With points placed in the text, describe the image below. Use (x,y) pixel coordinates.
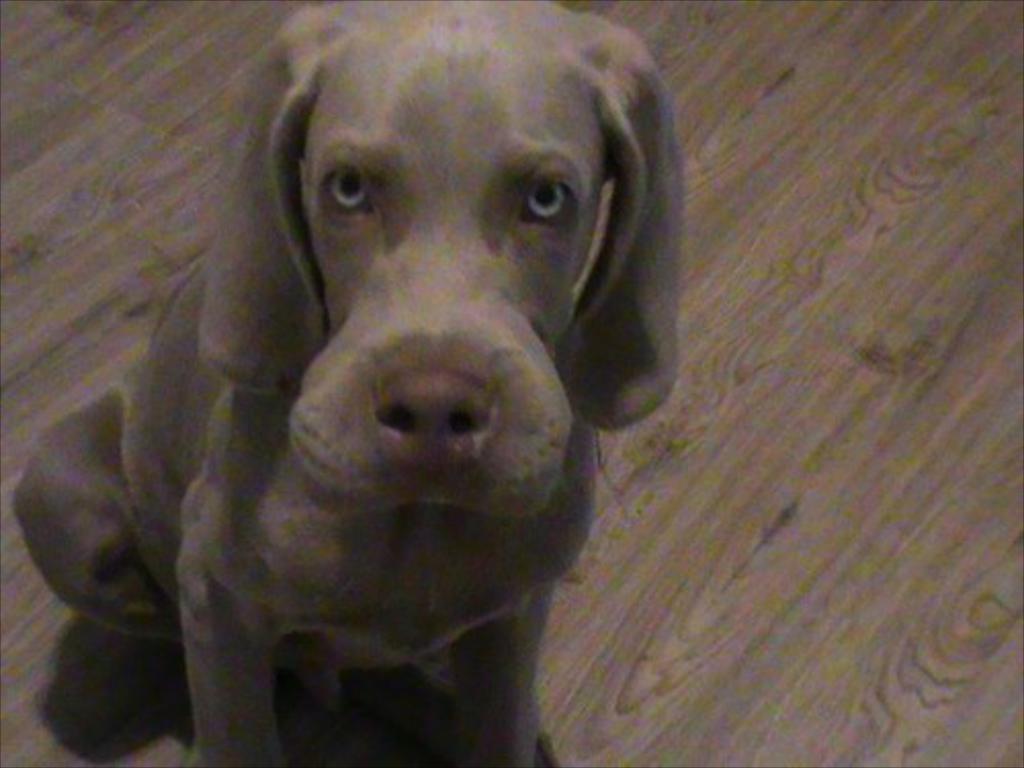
This picture contains a dog (498,389) which is looking at the camera. In the background (122,191), it is light brown in color.
